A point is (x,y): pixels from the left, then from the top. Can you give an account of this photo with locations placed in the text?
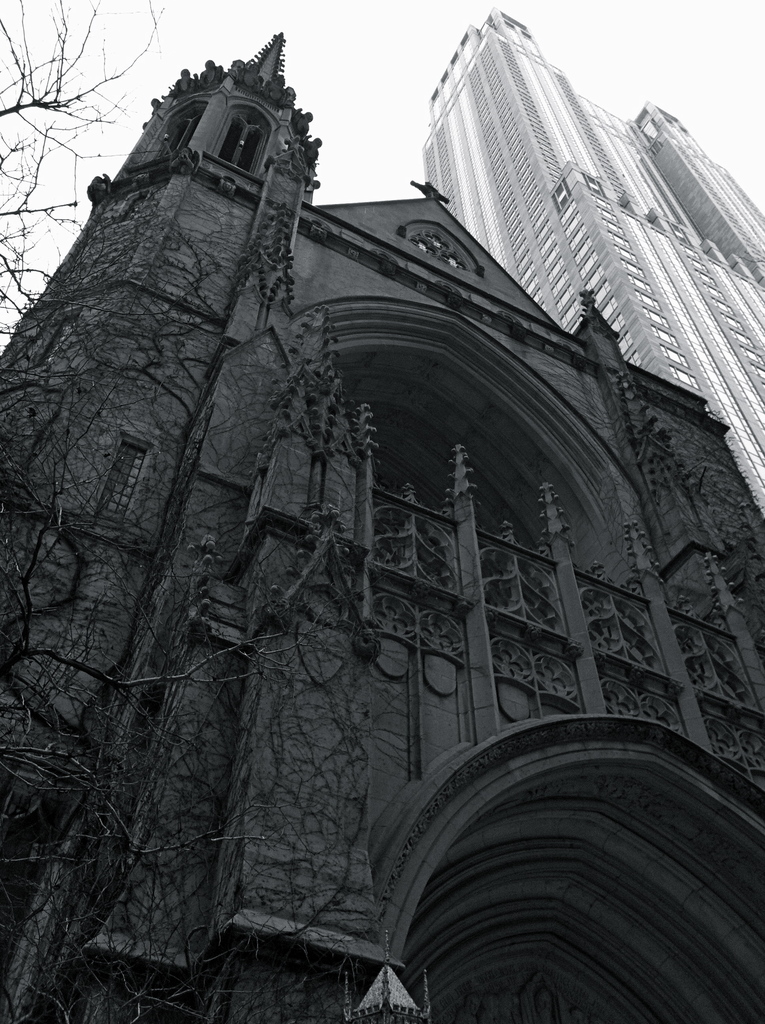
In this image in the center (403,462) there are buildings (497,491), and there are some trees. At the top (310,64) there is sky (390,92).
